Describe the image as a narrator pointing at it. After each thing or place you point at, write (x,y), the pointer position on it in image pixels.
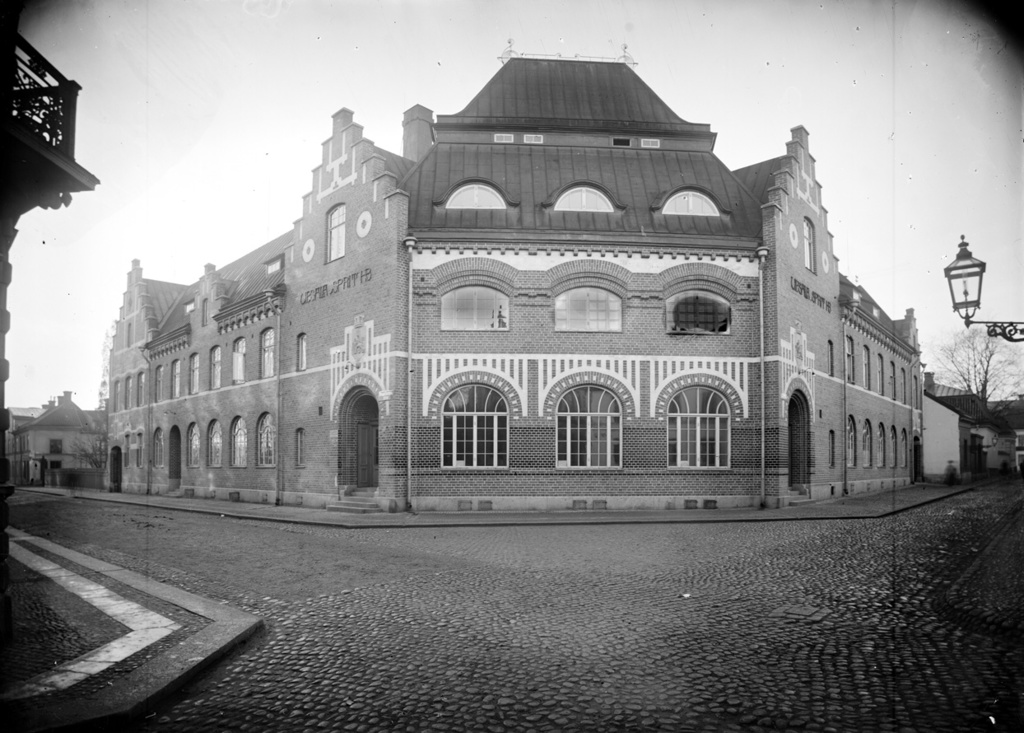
It is a black and white image and in this image we can see the buildings (469,377), houses (931,408) and also trees (93,445). On the right (959,277) we can see the light (969,263). At the top (278,86) there is sky (352,69) and at the bottom (540,595) we can see the road (502,622).
